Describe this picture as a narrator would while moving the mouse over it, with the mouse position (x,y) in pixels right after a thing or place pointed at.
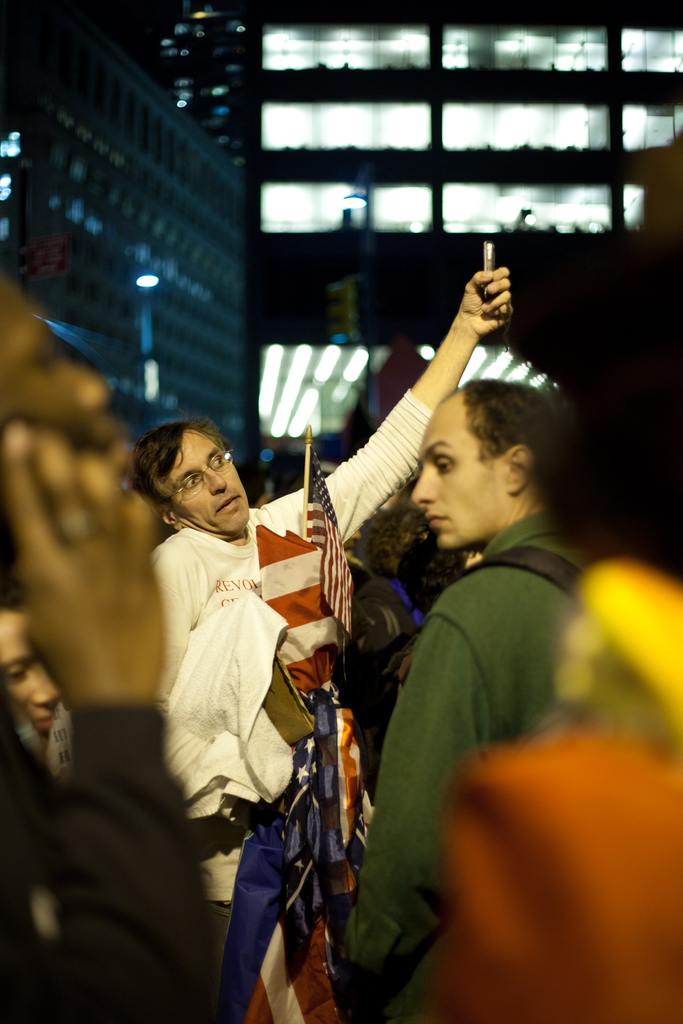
Bottom of the image (372,1023) few people (443,341) are standing and holding something in their hands (7,503). Behind them there are some buildings (211,289).
